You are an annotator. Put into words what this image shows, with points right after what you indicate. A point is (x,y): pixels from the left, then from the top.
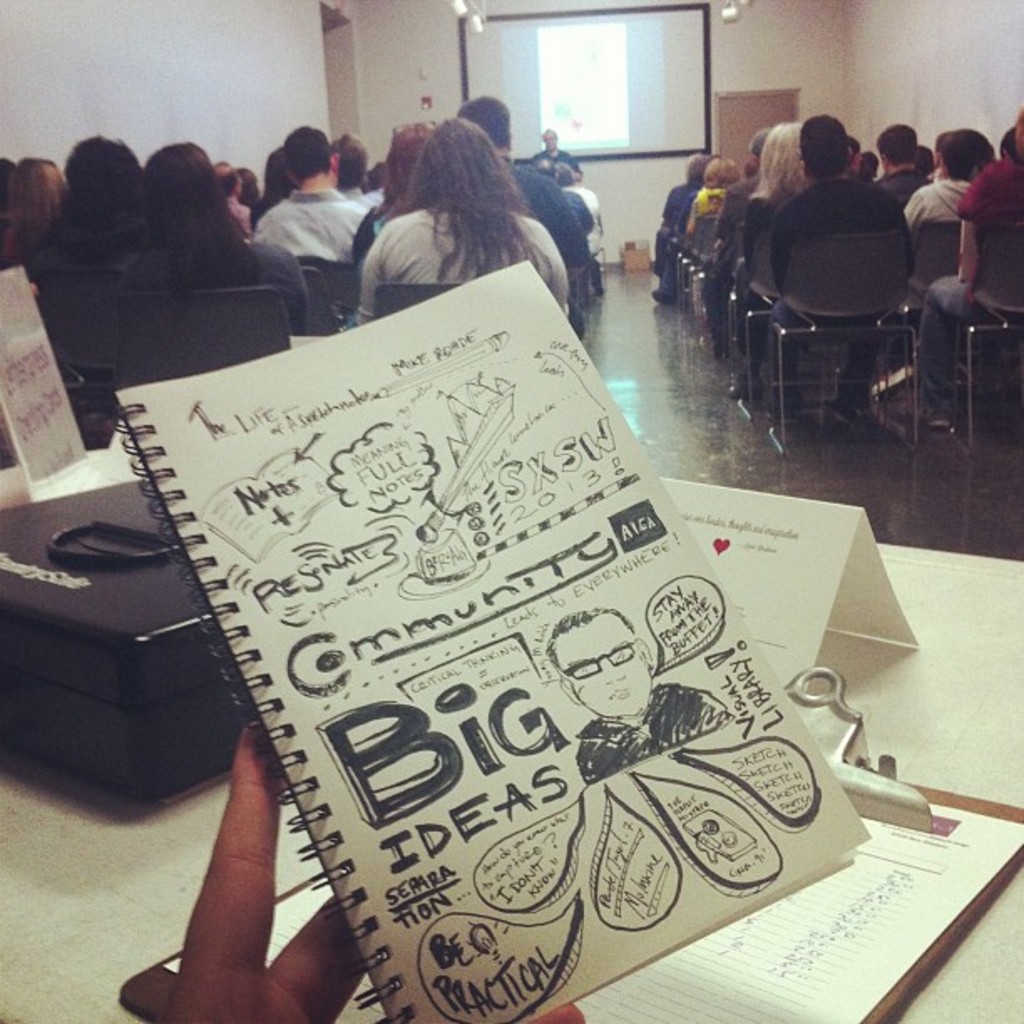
In the image we can see a book (511,626), on the book (495,788) there is a text (471,749) and a picture (643,714) of a person (605,688). Here we can see exam pad (858,789), name plate (792,552), bag (133,566) and there are people (853,157) sitting on chairs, they are wearing clothes (290,236). Here we can see a floor (645,379) and projected screen (586,87) and there's even a person (549,139) standing.
